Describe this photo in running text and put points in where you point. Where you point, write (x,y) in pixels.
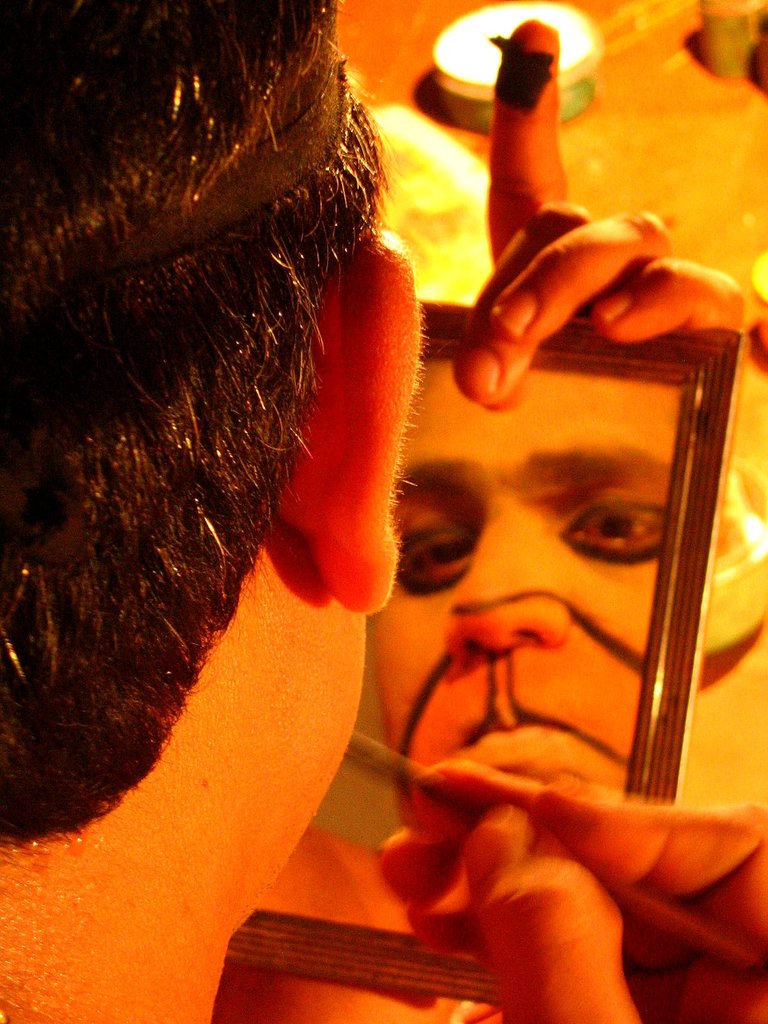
In this image we can see a person (278,256) holding brush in the hands (485,853) and his reflection (563,452) in the mirror (670,433).
